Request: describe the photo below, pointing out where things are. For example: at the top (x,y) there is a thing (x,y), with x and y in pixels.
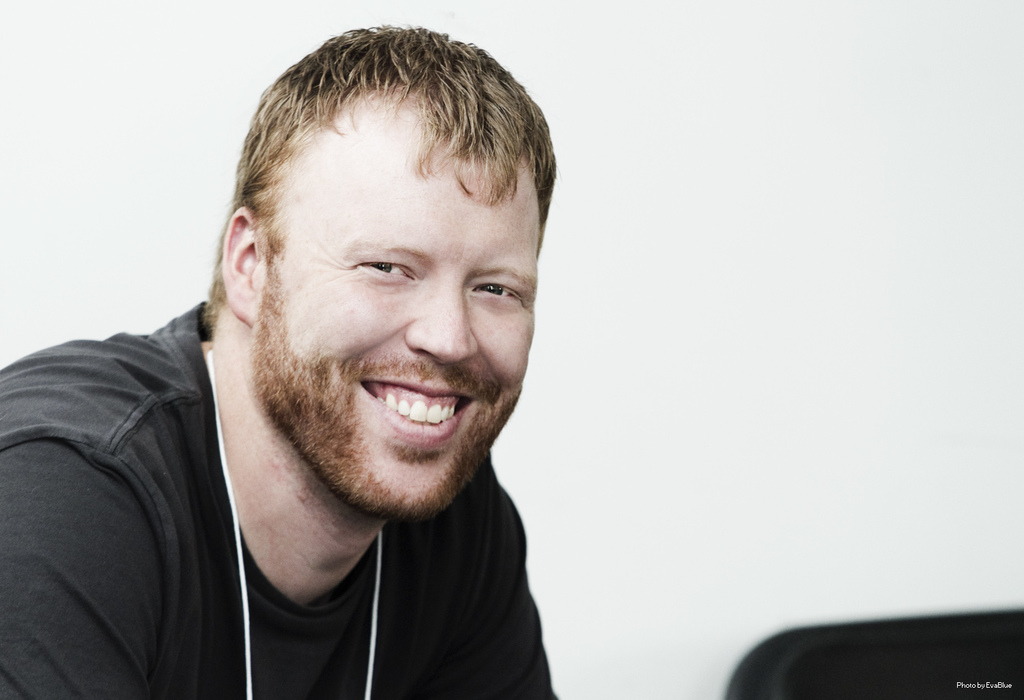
In this picture there is a man (281,454) smiling. In the background of the image (671,96) it is white. On the right side of the image (856,638) we can see a black object (847,664) and text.
